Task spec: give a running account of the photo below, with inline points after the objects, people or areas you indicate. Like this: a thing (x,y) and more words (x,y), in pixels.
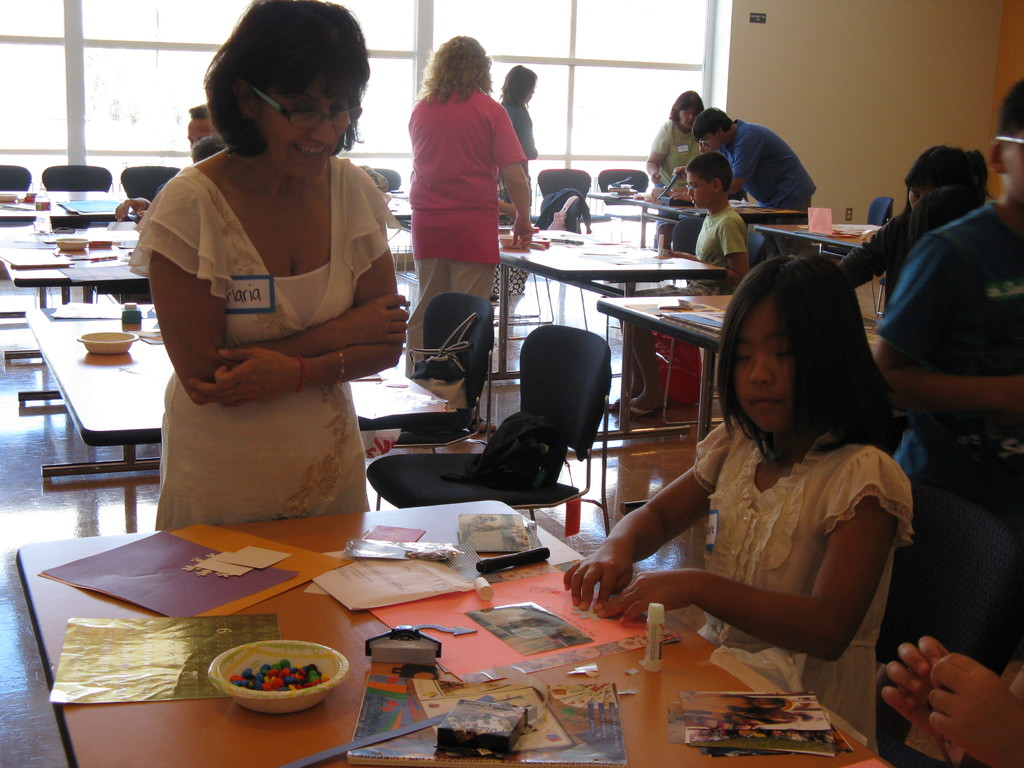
In this picture there is a girl (758,508) sitting in the chair (921,589) in front of a table (367,630) on which some of the accessories (537,684) were placed like charts (634,630), glue stick (647,635). In front of the table (337,544) there is a woman (244,256) standing and smiling. In the background (491,107), there are some people (505,178) standing. We can observe a windows (609,71) and a wall (830,75) here.
